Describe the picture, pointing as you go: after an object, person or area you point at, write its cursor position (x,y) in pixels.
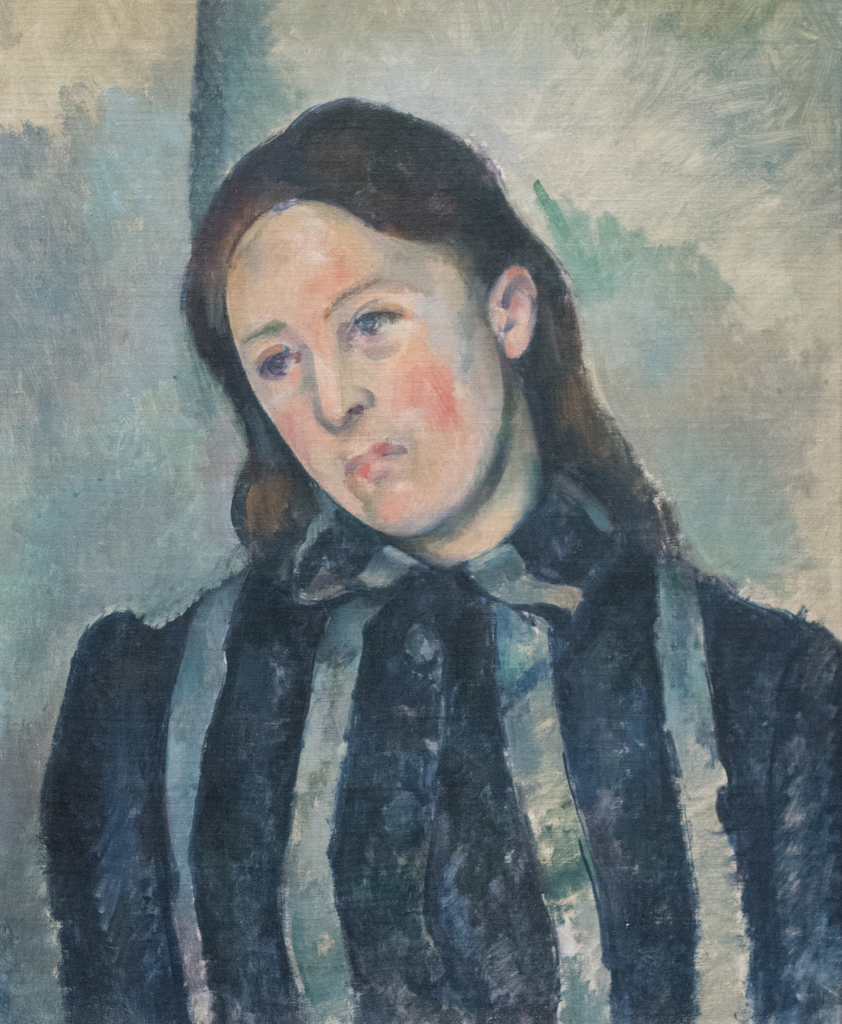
In this picture I can see painting (492,599) of a woman (443,583) on the wall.
